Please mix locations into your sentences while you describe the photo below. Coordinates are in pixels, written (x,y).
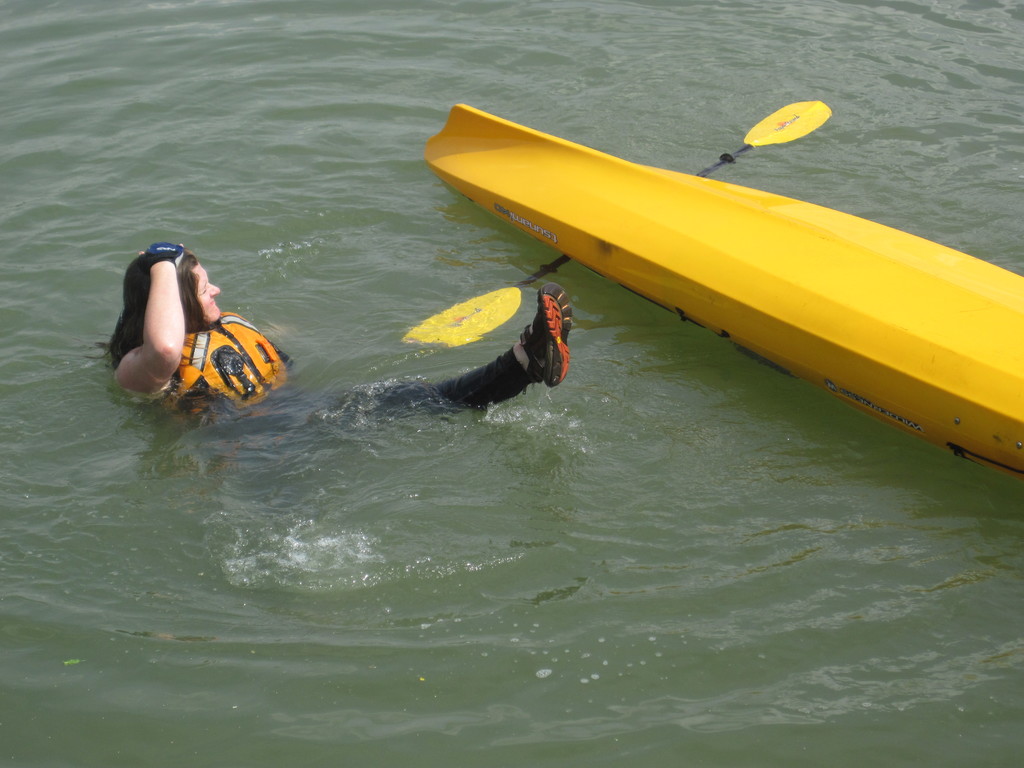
In this image there is a woman (165,370) in the water (407,406) in the center (381,406) and in front of the woman (411,395) there is a surf boat (724,262) which is yellow in colour.
